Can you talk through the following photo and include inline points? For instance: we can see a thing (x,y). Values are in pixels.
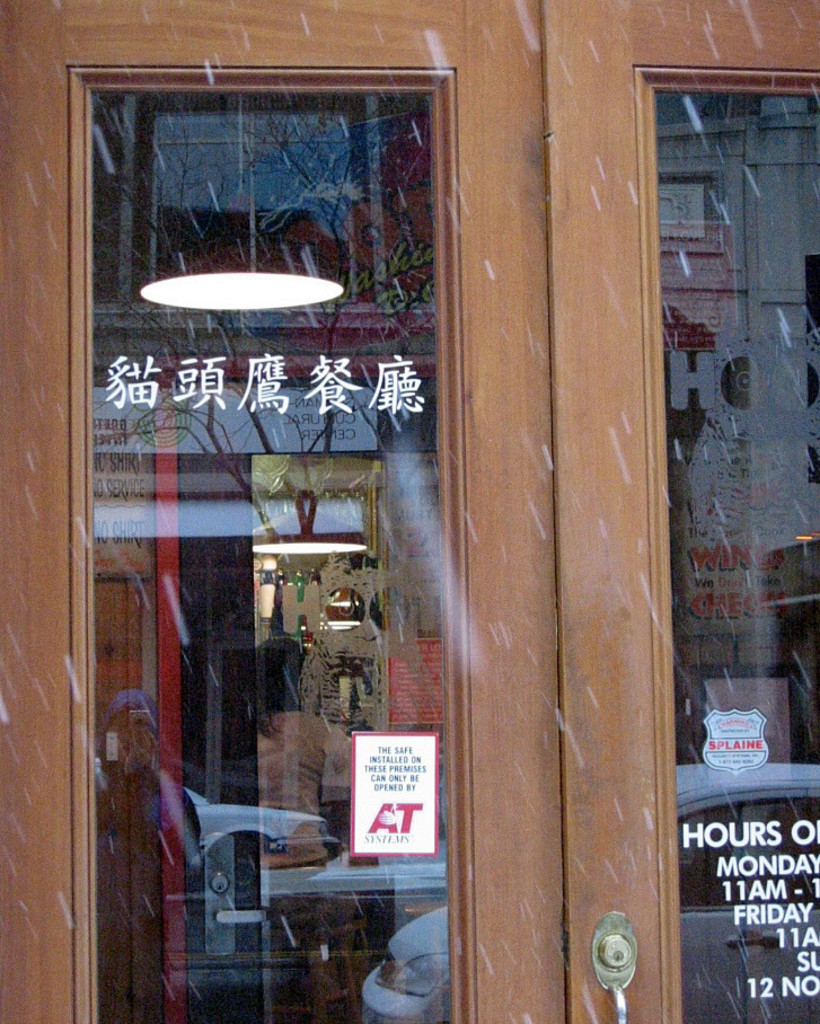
In this image we can see one big wooden glass door (759,412), some text (790,986) on the glass (396,705) and two stickers (428,735) with text (739,740) attached to the door glass (343,641). In this glass door (321,542), we can see some lights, one tree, some vehicles (411,944), one person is sitting and some objects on the surface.
